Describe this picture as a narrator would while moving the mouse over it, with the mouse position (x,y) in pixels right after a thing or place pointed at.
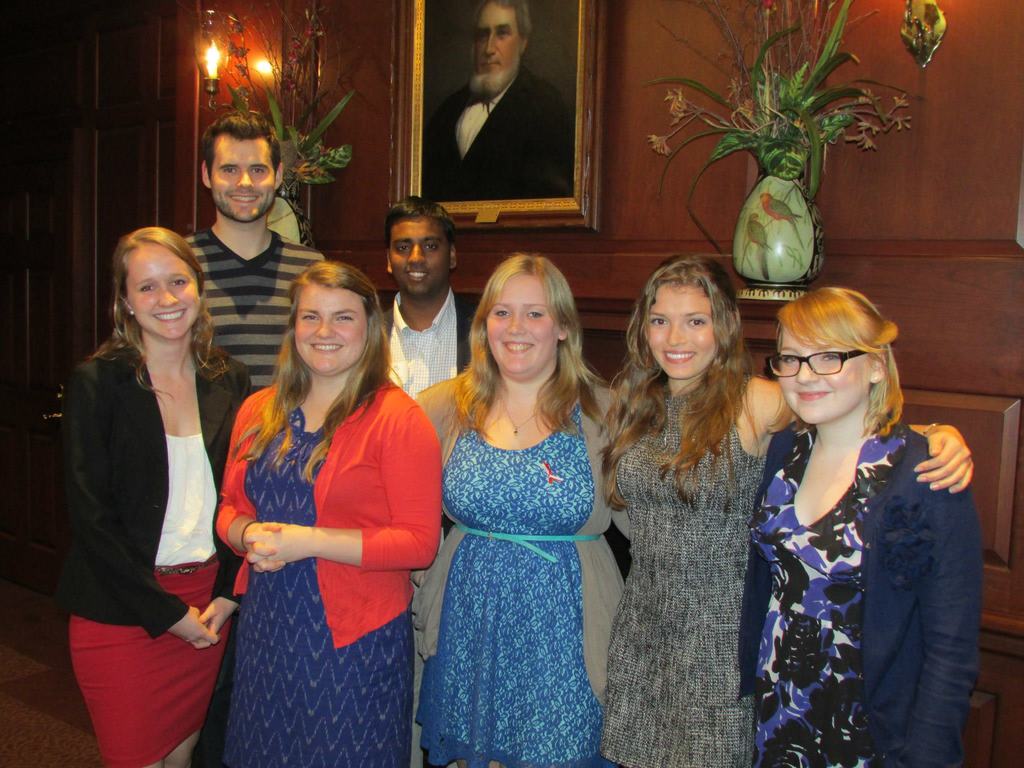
This is the picture of a room (1008,429). In this image there are group of people (237,366) standing and smiling. At the back (527,33) there is a frame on the wall (938,147) and there is a picture (525,91) of a person (530,138) on the frame (526,188) and there are flower vases (761,235) and there is a light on the wall (253,74). On the left side of the image (21,441) there is a door (12,425).
